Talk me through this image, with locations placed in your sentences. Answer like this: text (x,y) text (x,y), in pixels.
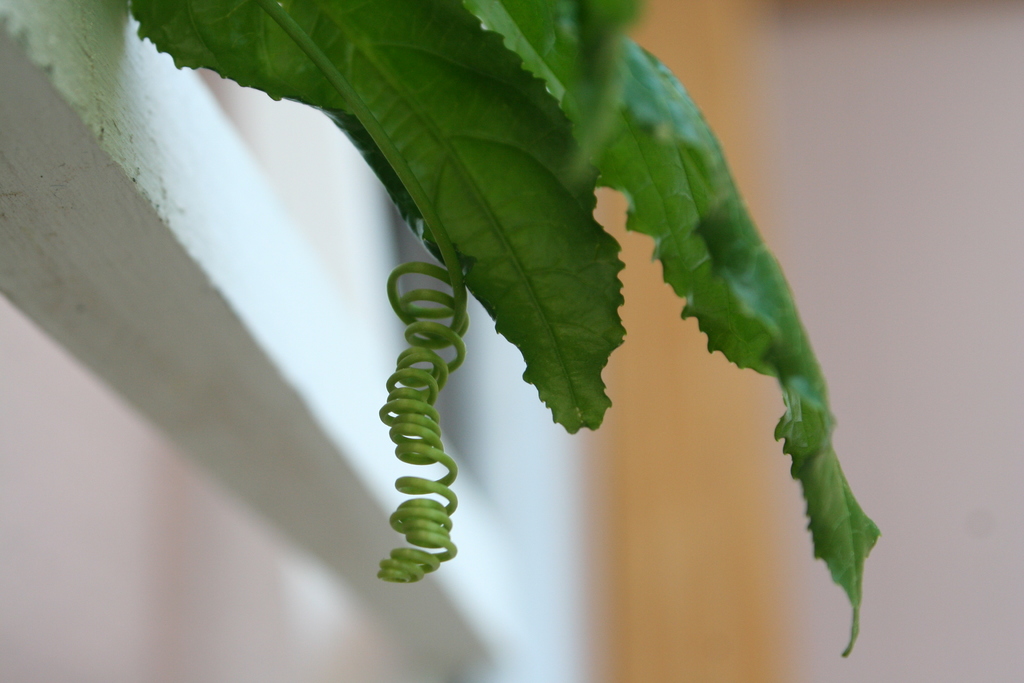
In this picture we can see green leaves (592,117) and a spiral twig (439,422) hanging from a white beam (418,596).
